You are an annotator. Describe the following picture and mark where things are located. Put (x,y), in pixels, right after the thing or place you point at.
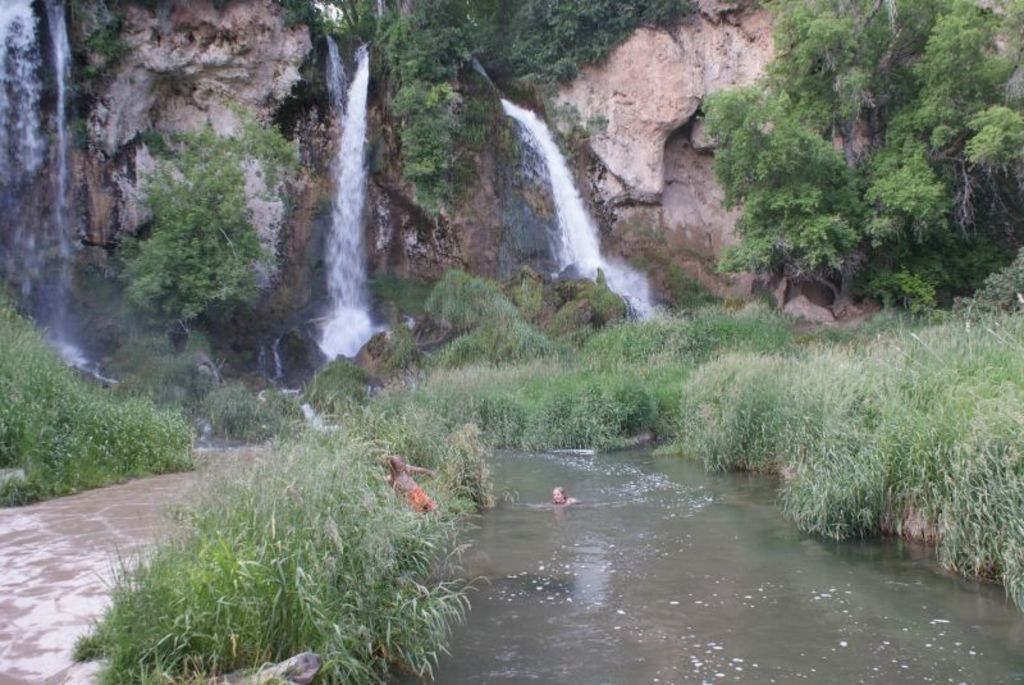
In this image we can see plants (352,426), water (473,559) and a person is partially in the water (537,505) and another person (429,470) is at the bushes (248,497). In the background (332,290) we can see plants (492,113), trees (447,11), waterfall (521,112) and cliff (399,178).
